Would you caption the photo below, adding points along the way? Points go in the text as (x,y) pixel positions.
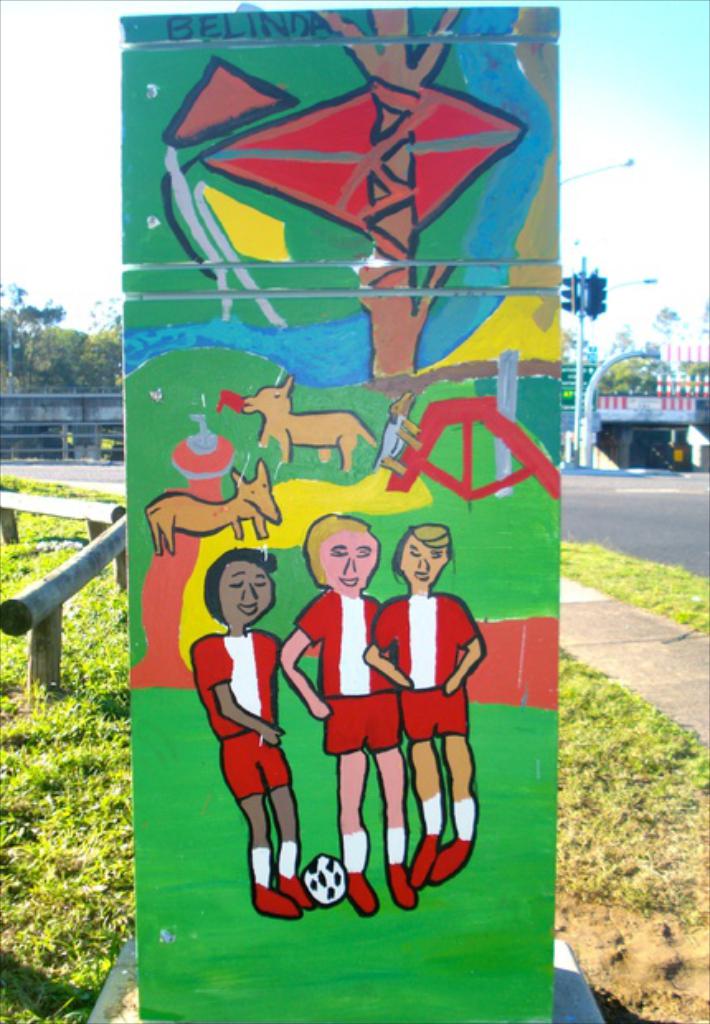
Front portion we can see painting (381,993). Background (579,296) we can see signal lights (579,283), poles (583,344), signboards (566,383), hoarding (604,403), trees (2,329), grass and sky (602,326).
